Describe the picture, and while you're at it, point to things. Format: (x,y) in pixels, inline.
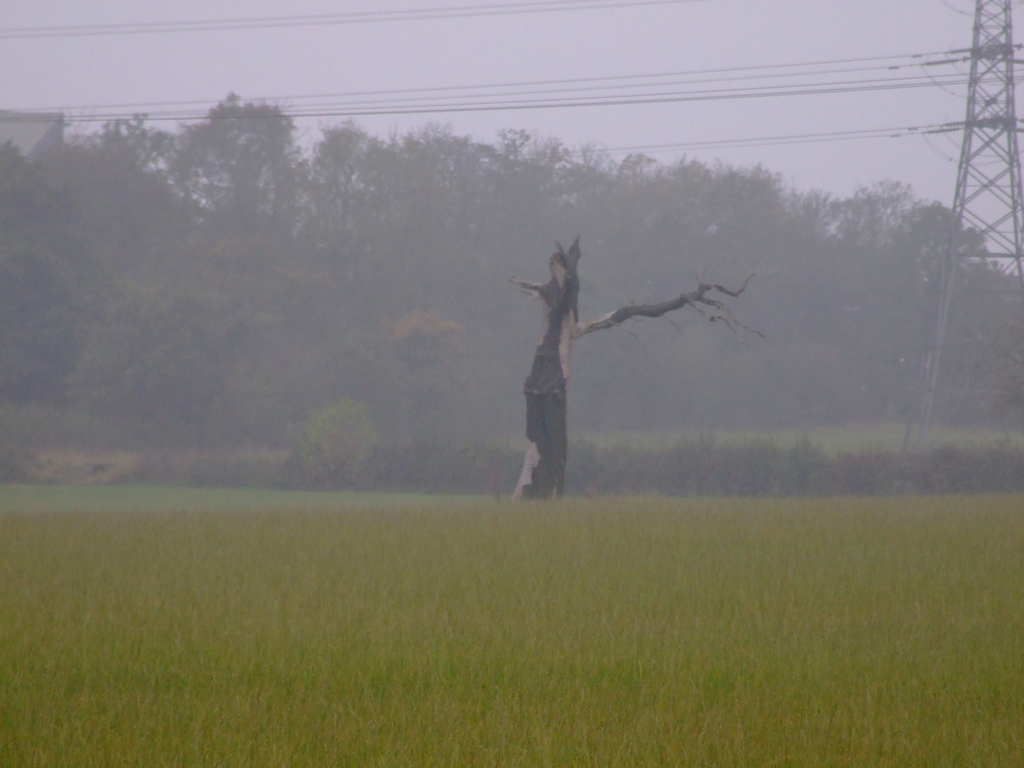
In the center of the image (568,325) there is a tree trunk (554,419). At the bottom of the image (511,706) there are crops (585,604). In the background of the image (619,363) there are trees (695,282). To the right side of the image (959,180) there is a electric tower (1016,205) with wires (788,85).
